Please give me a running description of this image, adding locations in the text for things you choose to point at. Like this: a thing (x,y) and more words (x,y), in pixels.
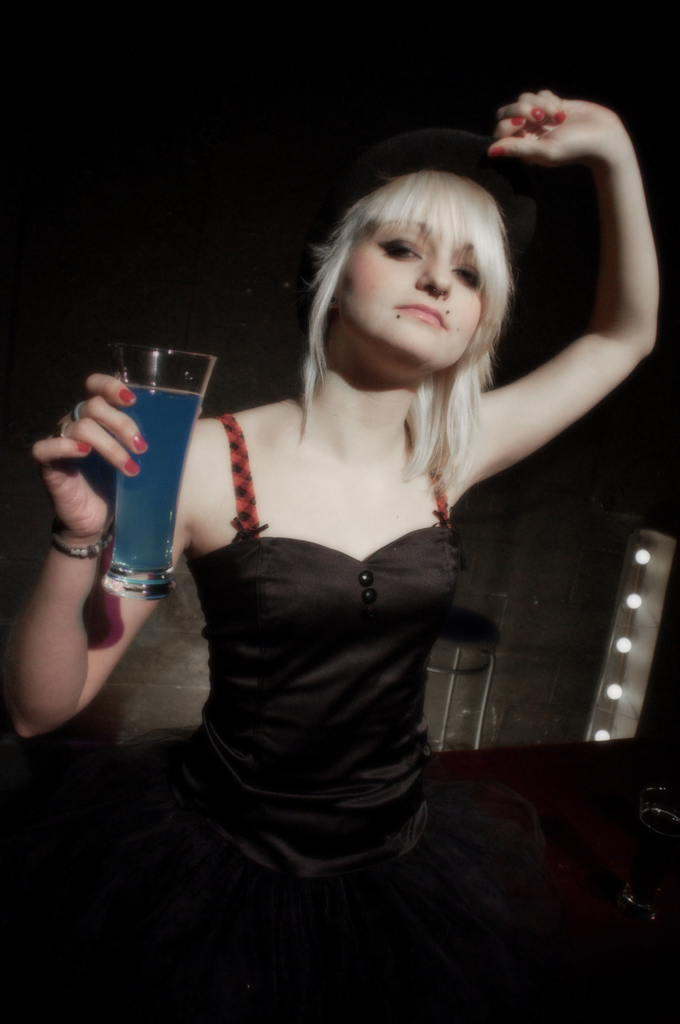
In the middle of the image (391,604) a woman (171,923) is standing and holding a glass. Behind her there is wall (675,487).
